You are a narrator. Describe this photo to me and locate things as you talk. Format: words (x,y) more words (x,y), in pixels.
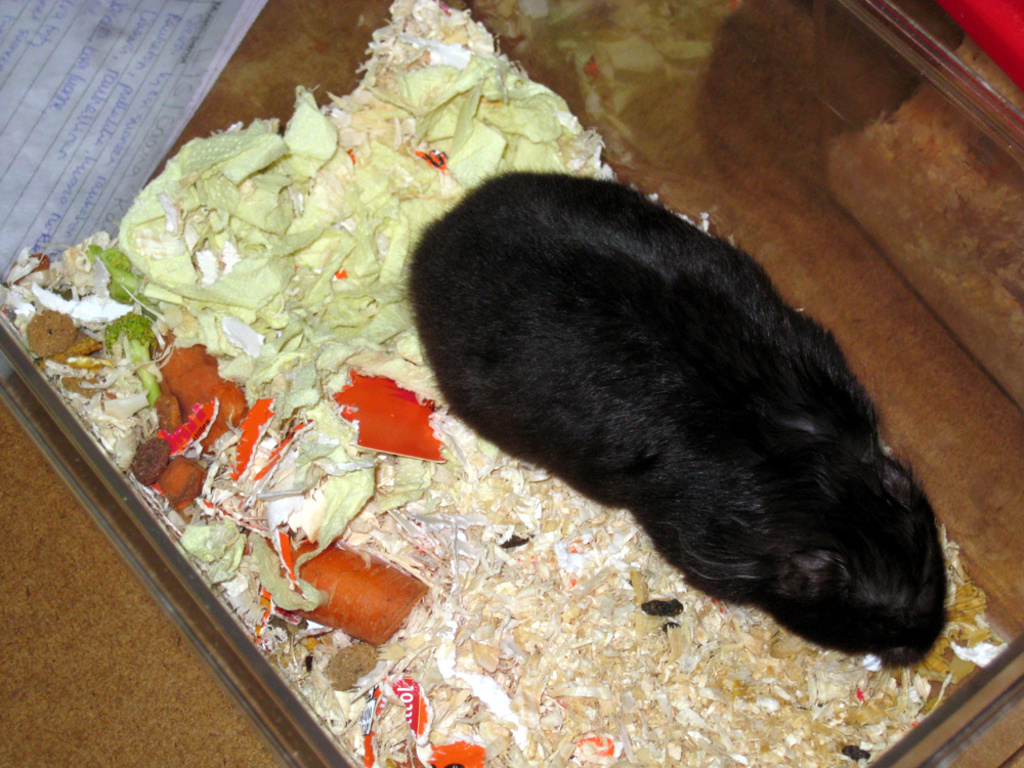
In this picture, it seems like a hamster (549,460) and vegetables (134,400) on a tray (1012,185) in the foreground area of the image (303,175). There is a paper (92,111) in the top left side (87,107).
